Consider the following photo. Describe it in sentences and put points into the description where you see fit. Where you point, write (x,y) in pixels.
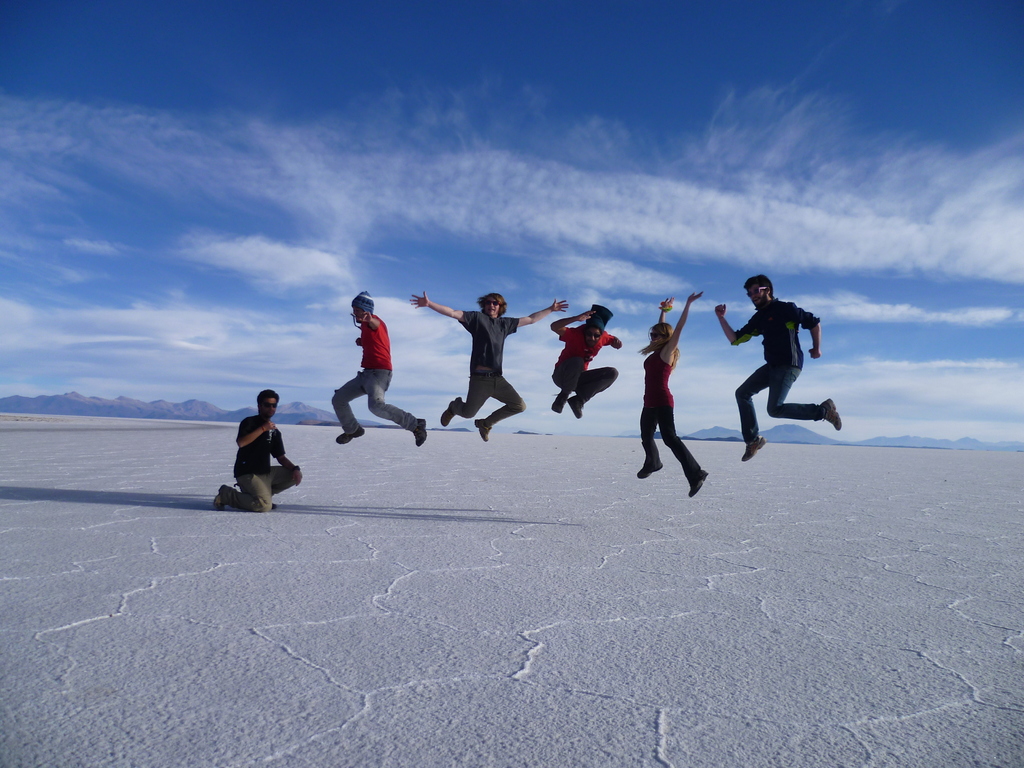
This image consists of so many persons (380,375). They are jumping. There are men (580,367), one is a woman (652,343). There is sky (455,205) at the top (439,123).
